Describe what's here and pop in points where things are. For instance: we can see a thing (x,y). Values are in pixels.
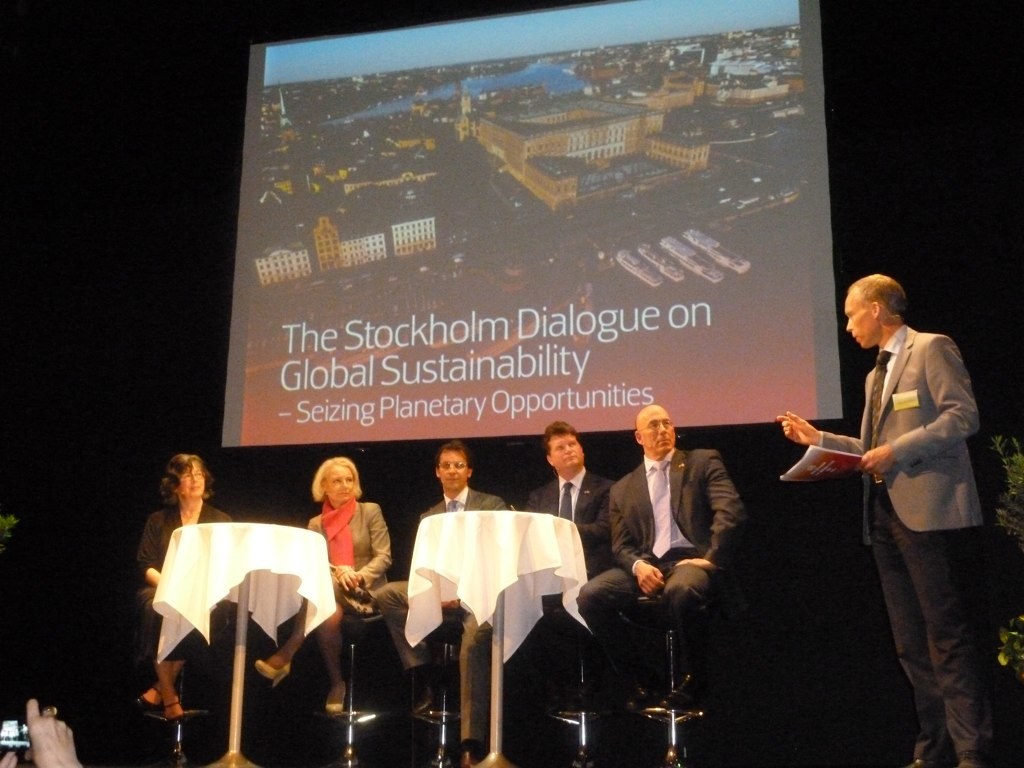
In the image we can see there are people (578,521) sitting and one is standing, they are wearing clothes (681,488). Here we can see a table (429,540) and a white cloth (232,581) on the table (249,588). There is even a projected screen (556,357) and on the screen (332,255) we can see buildings (562,196), boats (683,251) in the water (770,239), sky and water mark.
